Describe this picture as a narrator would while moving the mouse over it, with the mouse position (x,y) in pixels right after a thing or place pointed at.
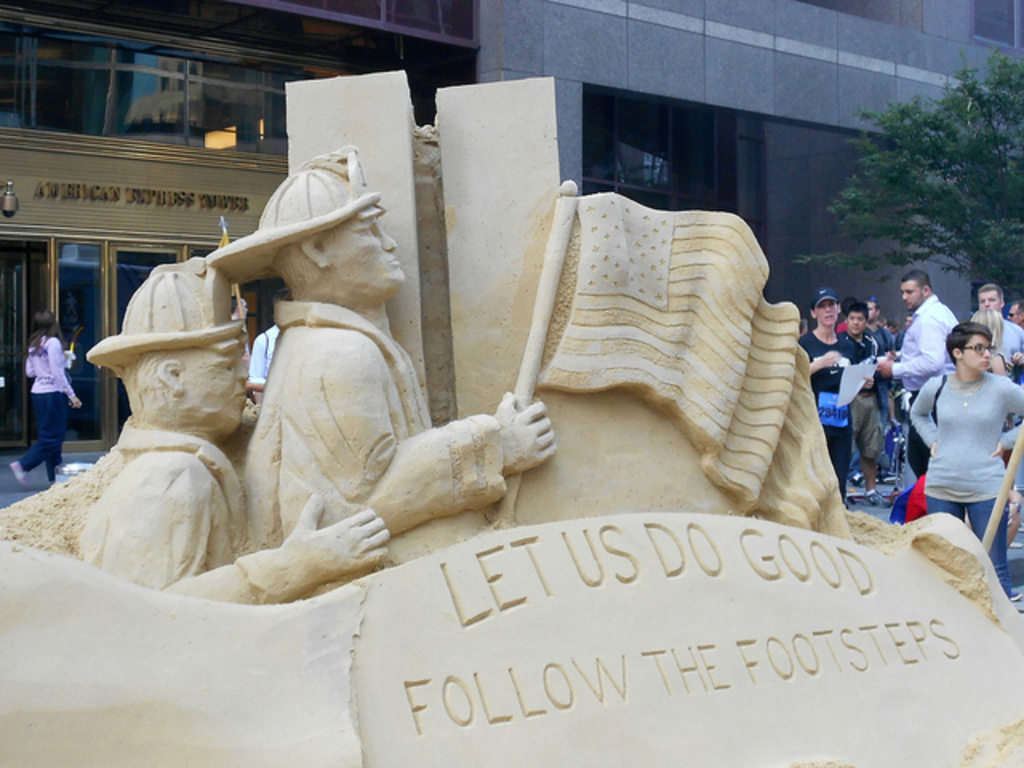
In the center of the image (471,368) there is a statue (423,652). In the background (938,361) we can see building (507,42), trees (944,133) and persons (45,355).
